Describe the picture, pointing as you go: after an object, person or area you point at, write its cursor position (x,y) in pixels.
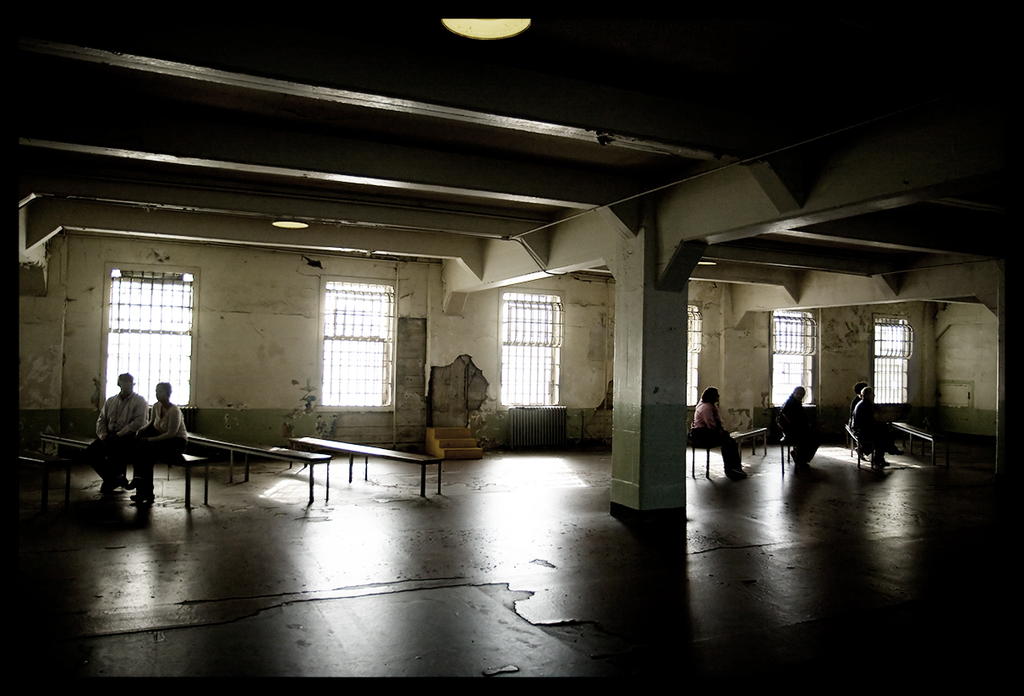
On the left side (159,445), there are two persons (127,442) sitting on a bench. Beside them, there are other benches (386,452) arranged on the floor (395,517). On the right side (715,402), there are persons (715,419) sitting on the benches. Beside them, there is a bench (897,423), arranged on the floor (931,468). In the background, there are windows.
